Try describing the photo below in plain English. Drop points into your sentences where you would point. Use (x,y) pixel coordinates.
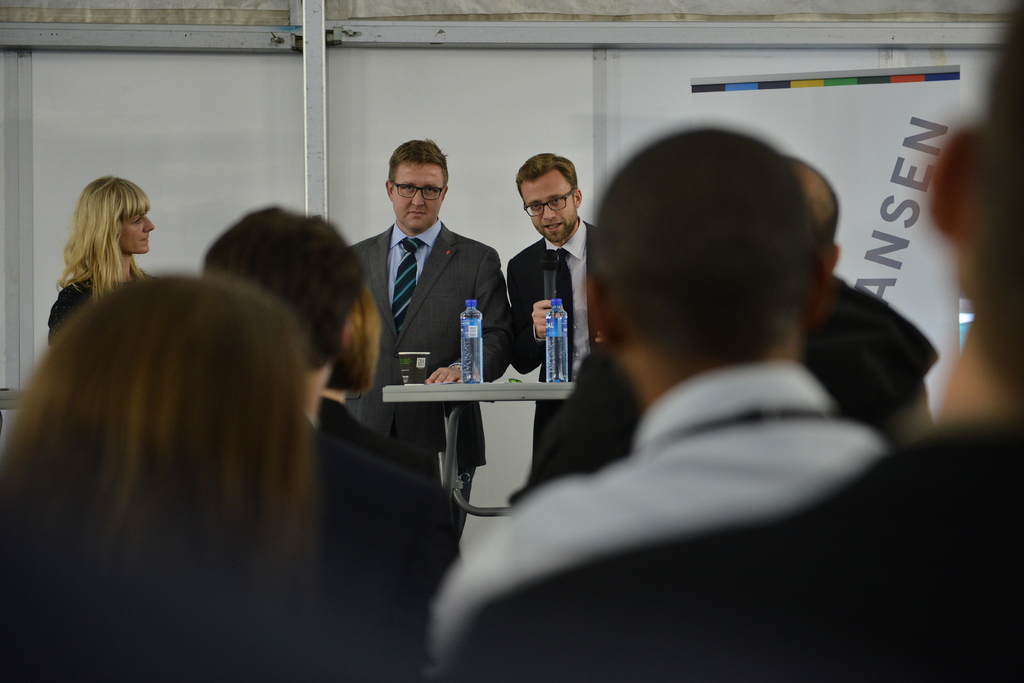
In this image, we can see persons (295,400) wearing clothes (556,526). There are two persons (582,243) in the middle of the image (457,273) standing in front of the table (504,390). This table (485,399) contains bottles (480,345). In the background (253,179), we can see a wall (203,124). There is a banner (900,260) on the right side of the image (893,247).
